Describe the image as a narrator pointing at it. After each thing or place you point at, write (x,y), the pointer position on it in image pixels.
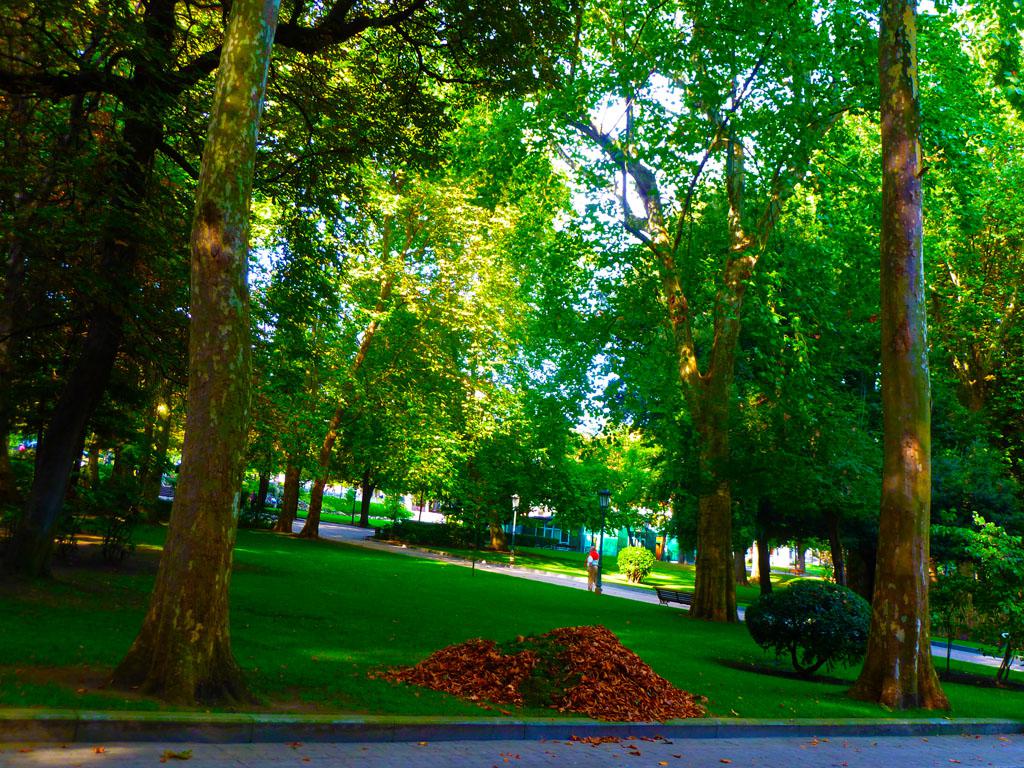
In this image I can see trees (513,397), a bench (688,598), roads (623,595) and the grass (547,631). In the background (631,183) I can see the sky (634,201).
